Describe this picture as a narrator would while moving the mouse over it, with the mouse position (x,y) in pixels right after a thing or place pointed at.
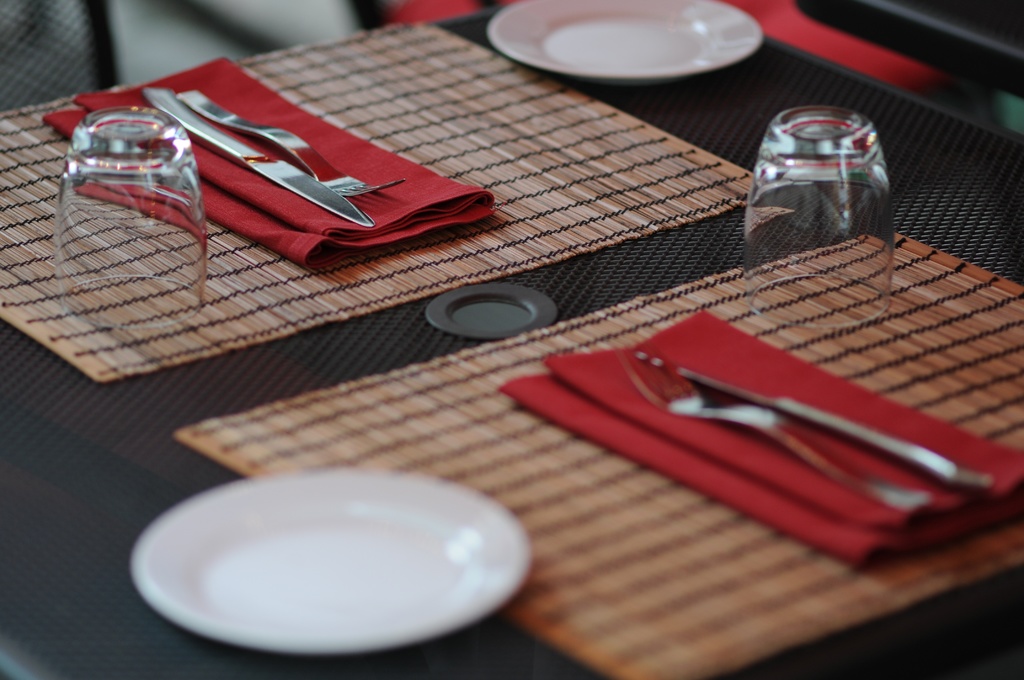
There is a white color saucer (224,546) on the table (101,466). On which, there are glasses (158,154), knives (927,465) and forks (786,442) on the red color clothes (863,457) which are arranged on other cloths (1003,365) and there is another white color saucer (520,27).
